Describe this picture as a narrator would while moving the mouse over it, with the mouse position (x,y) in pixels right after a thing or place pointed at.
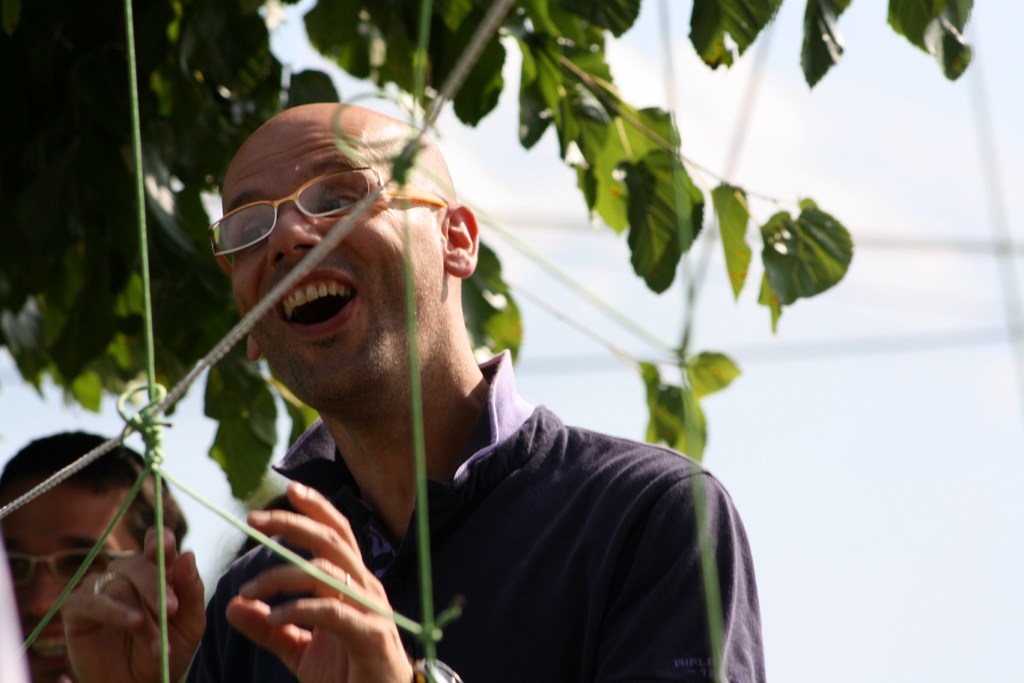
In this image there are two people (350,437) wearing a smile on their faces (327,399). Behind them there is a tree (648,188).
